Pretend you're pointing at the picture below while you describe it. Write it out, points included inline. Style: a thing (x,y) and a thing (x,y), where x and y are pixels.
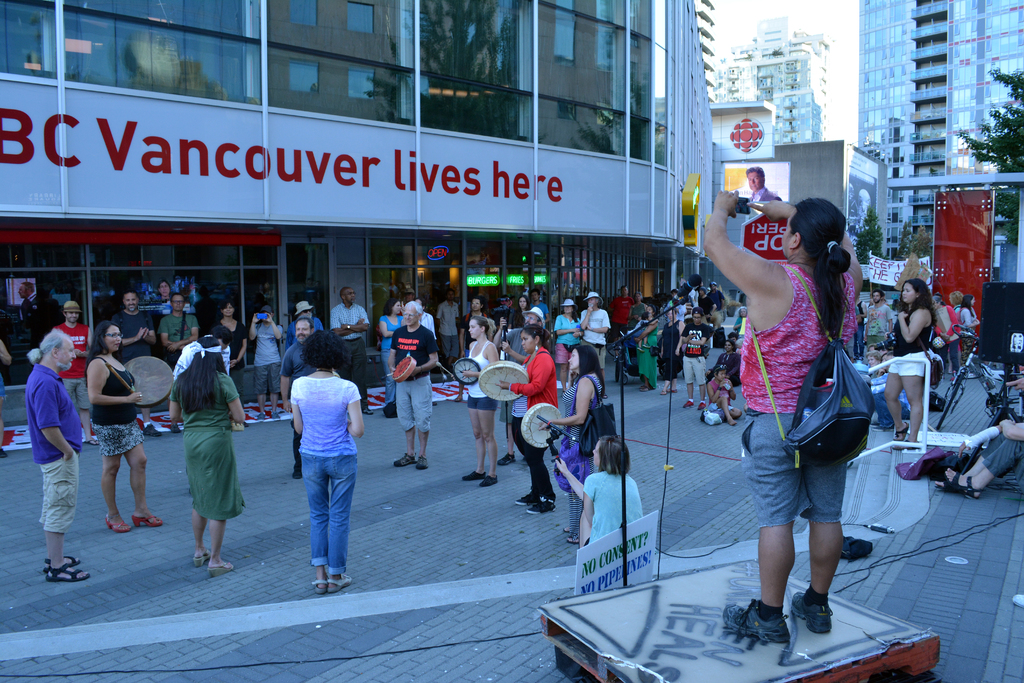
There are people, this person (767,529) standing and holding a gadget (737,207) and wore bag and these people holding musical instruments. In the background (22,49) we can see buildings (647,206), trees (863,247) and banners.
